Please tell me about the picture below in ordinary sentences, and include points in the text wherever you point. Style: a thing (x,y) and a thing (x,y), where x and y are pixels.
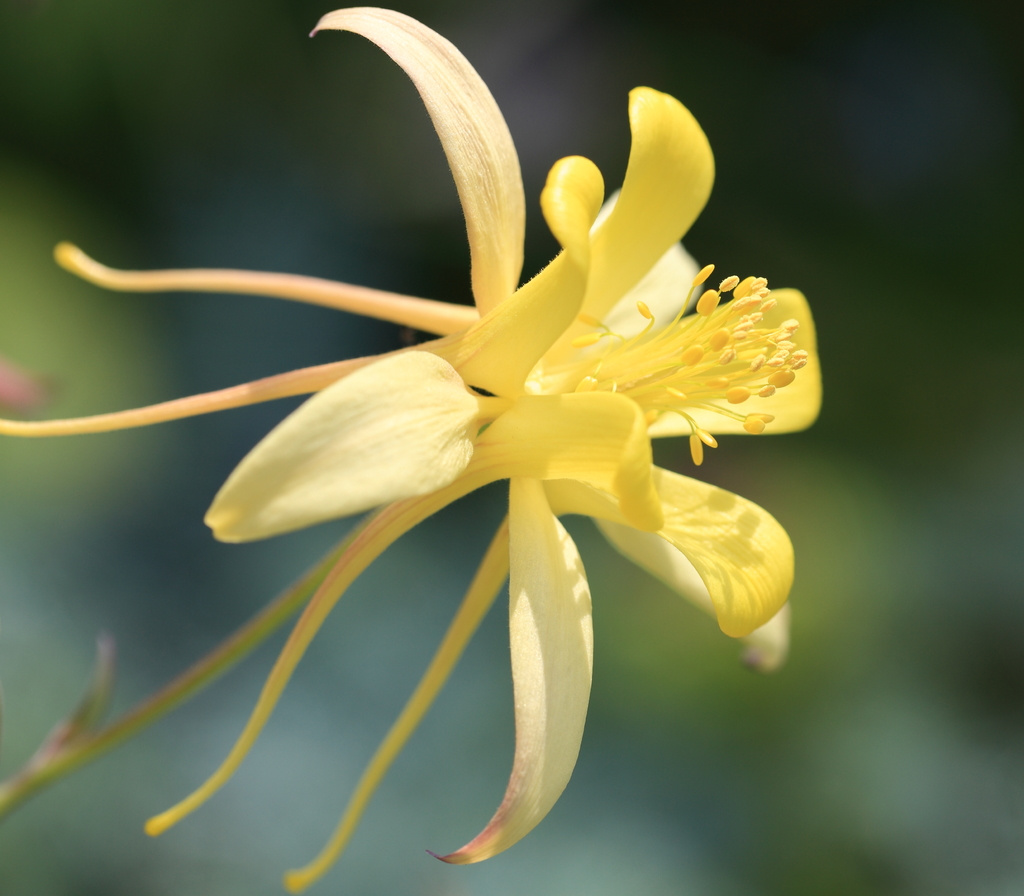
The picture consists of a yellow color flower (479,362). The background (37,847) is blurred.
